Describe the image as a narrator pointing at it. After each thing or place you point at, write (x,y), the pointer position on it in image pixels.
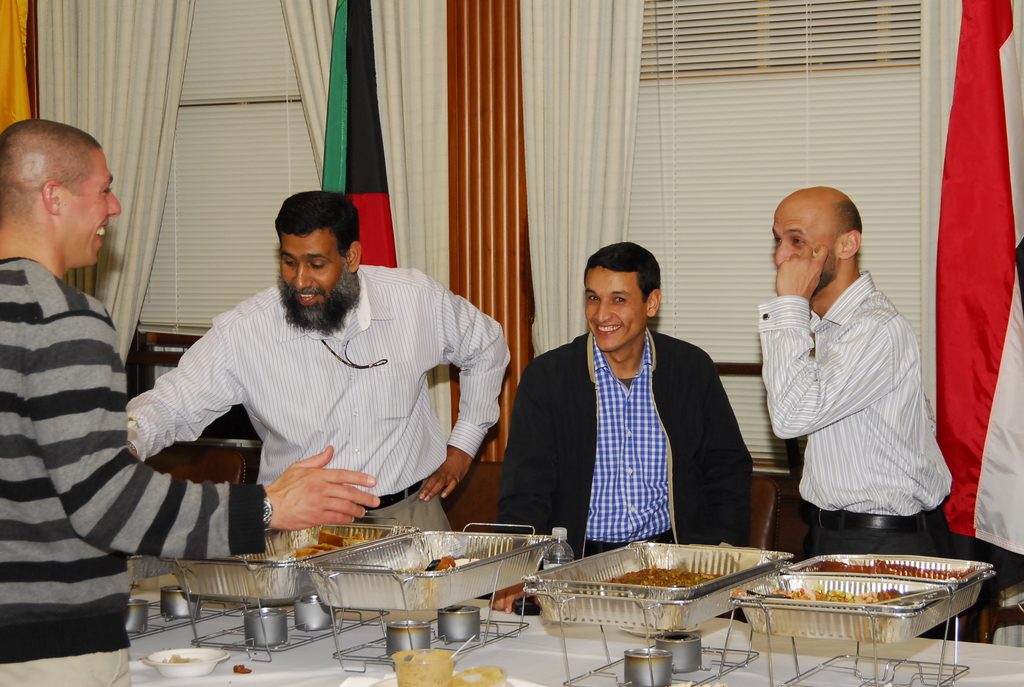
In this picture there are three persons (526,370) where one among them is leaning on the table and the remaining two are standing and there is a table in front of them which has few eatables (680,575) placed on it and there is a person (95,420) standing and smiling in the left corner (89,451) and there are few curtains (320,41) and some other objects (966,62) in the background (552,120).
